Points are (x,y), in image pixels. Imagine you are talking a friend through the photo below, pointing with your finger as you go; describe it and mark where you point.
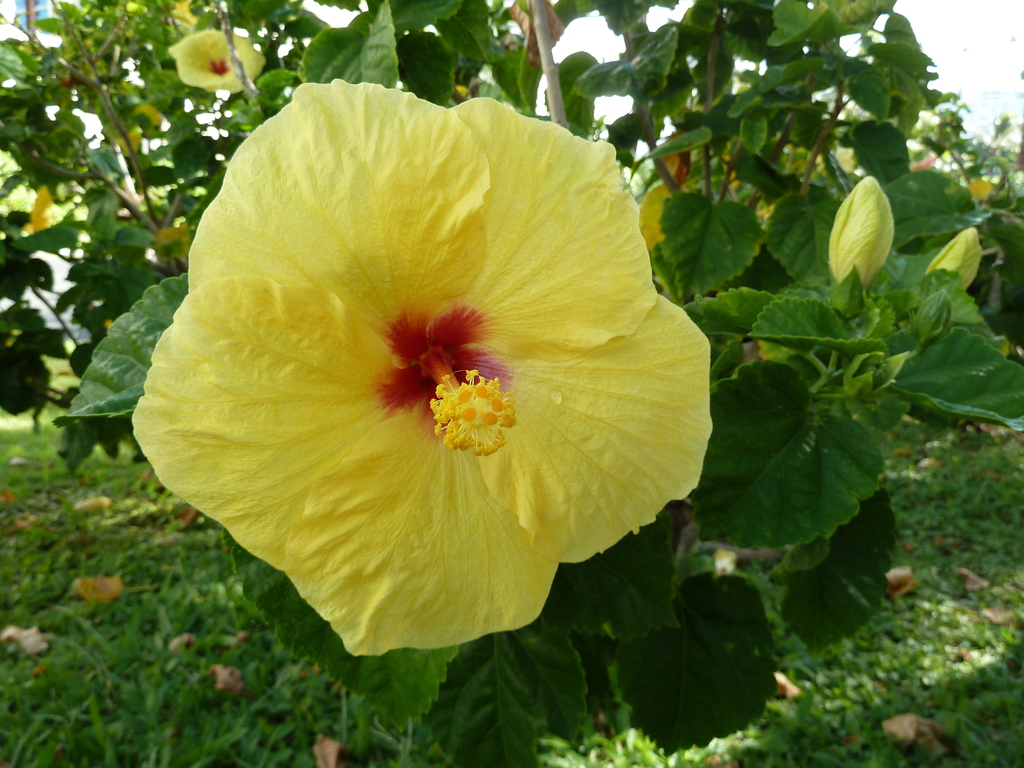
In this image there are yellow color flowers (436,461) and green leaves (828,425). There is grass (118,664).
